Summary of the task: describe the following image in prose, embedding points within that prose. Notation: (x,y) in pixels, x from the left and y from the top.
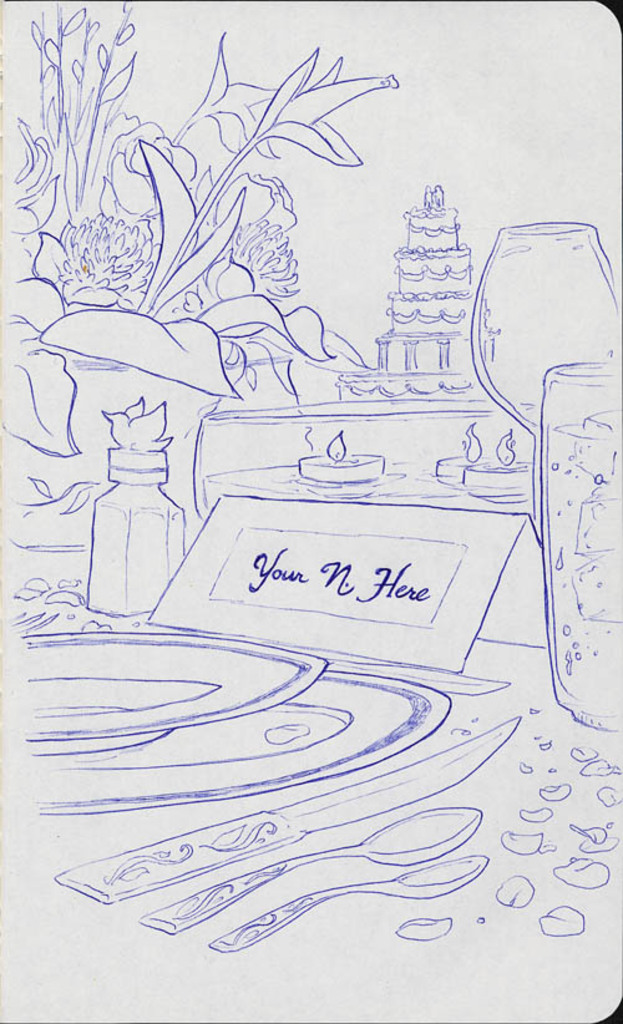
In this picture we can see the drawing (281,549) of flowers (34,220), cake (417,224), glass (503,274), plate (242,694), spoons (269,877), knife (252,848) and some objects (328,477) on the paper (257,883).
